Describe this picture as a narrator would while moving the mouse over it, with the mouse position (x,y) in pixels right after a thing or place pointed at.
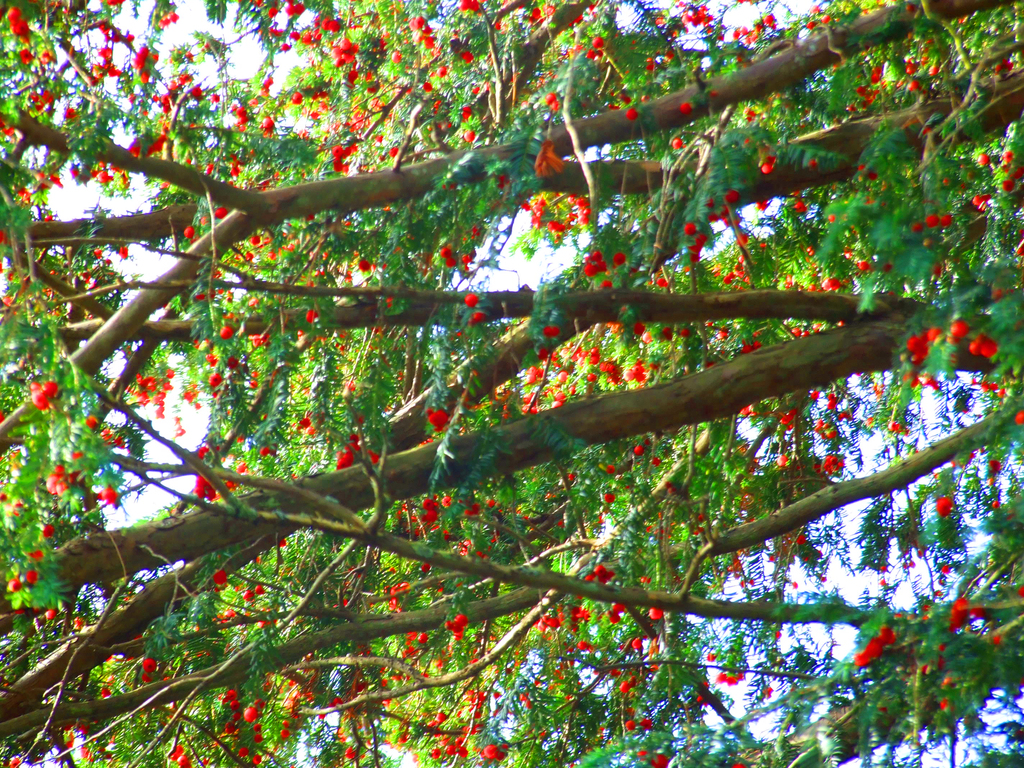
In the foreground of the image (712,188), there are berries (361,119) to the trees (693,345). In the background (543,278), there is the sky (526,271).
